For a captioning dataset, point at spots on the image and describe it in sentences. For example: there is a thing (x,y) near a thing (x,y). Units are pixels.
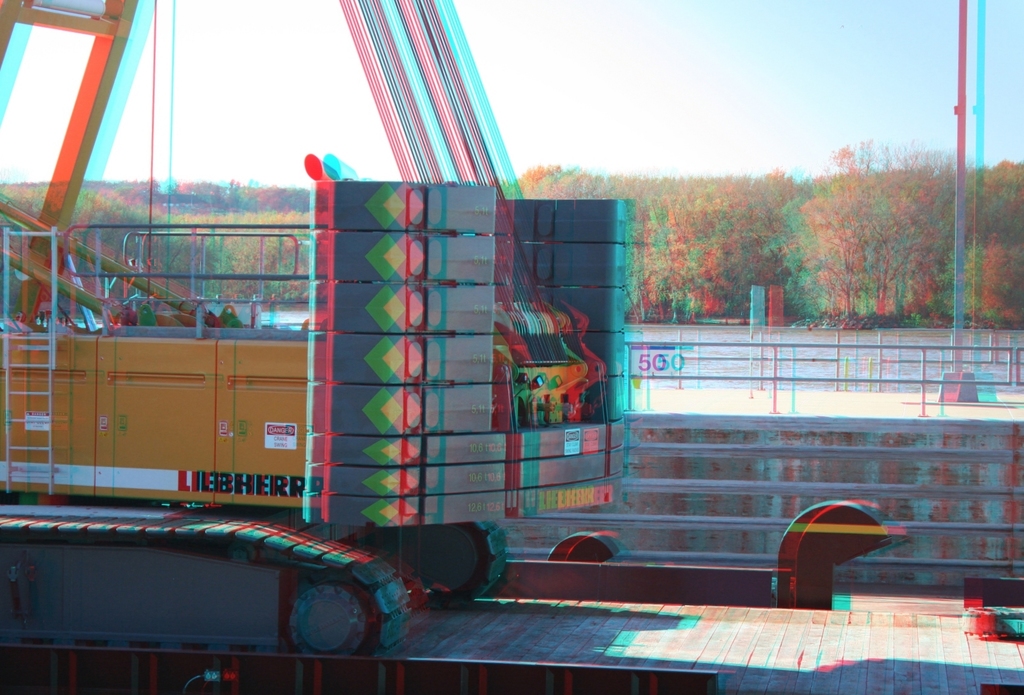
In this image I can see a crane (277,574) and this is a blur image. I can see some trees (653,215) in the center of the image (648,266). At the top of the image (290,68) I can see the sky (568,72).
